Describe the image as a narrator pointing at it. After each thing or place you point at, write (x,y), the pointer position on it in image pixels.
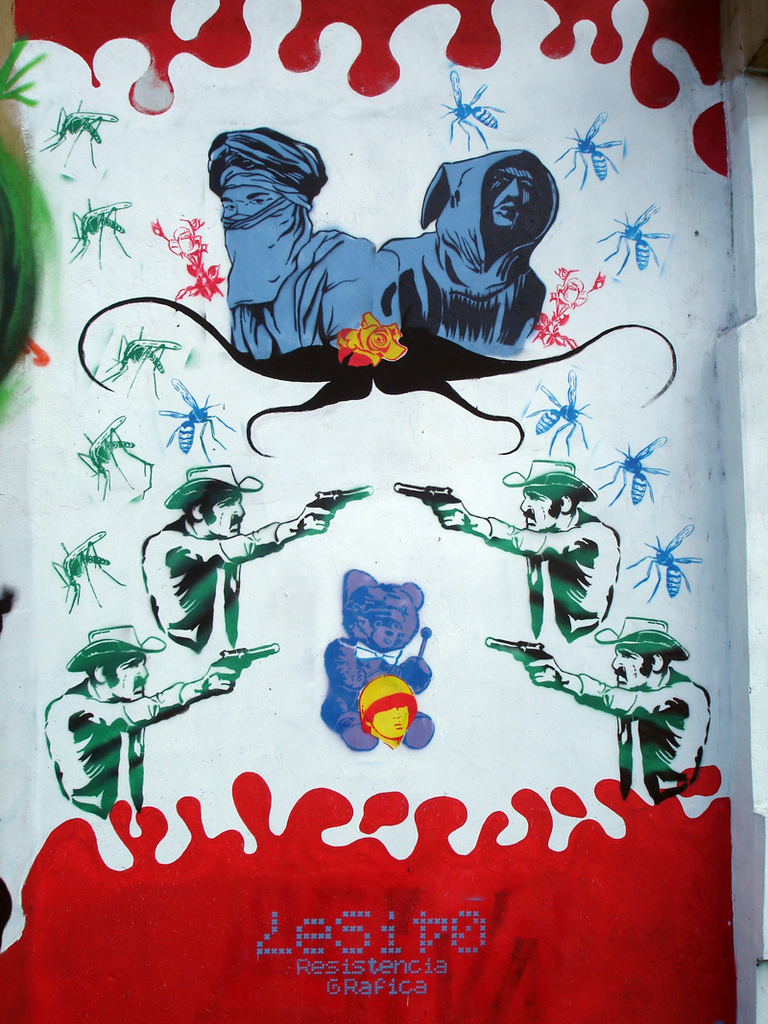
This image looks like there is a painting (255,881) of people (406,702), insects (549,416) and a few other objects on the wall (514,913), at the bottom of the image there is some text (453,918).
